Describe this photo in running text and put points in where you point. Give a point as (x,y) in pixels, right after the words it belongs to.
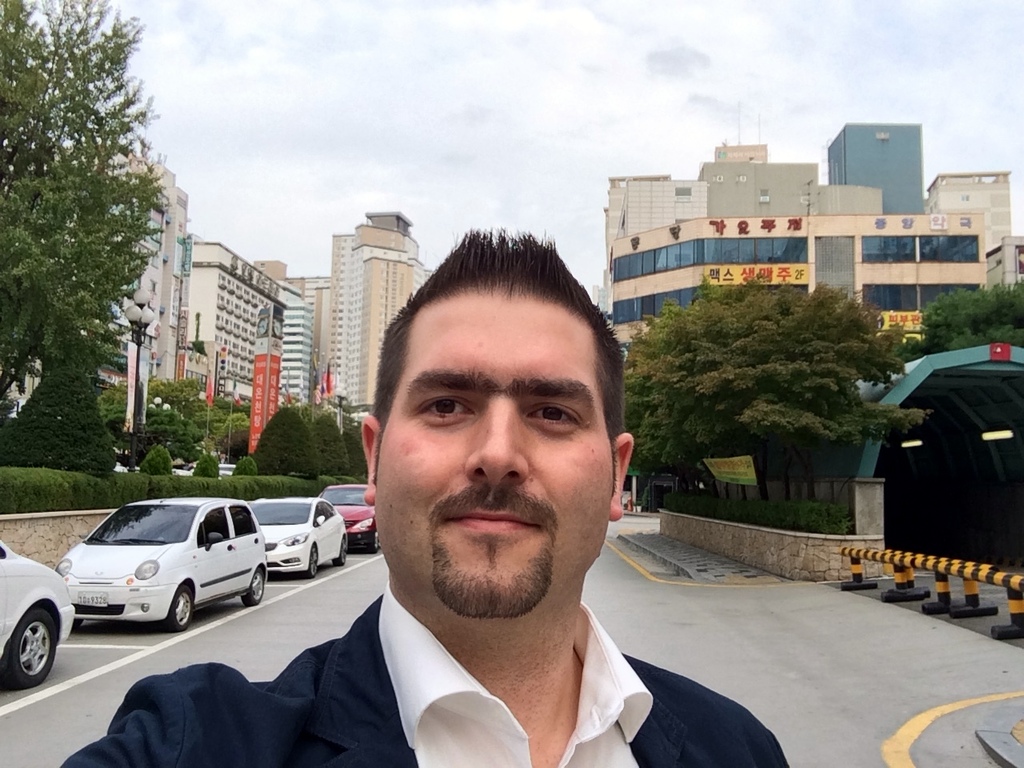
In the middle of the image (437,456) we can see a man (401,485), behind to him we can find few cars (227,570), trees (76,340), metal rods (963,564) and lights (996,433), in the background (297,358) we can see few poles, hoardings (724,281) and buildings (418,262).
